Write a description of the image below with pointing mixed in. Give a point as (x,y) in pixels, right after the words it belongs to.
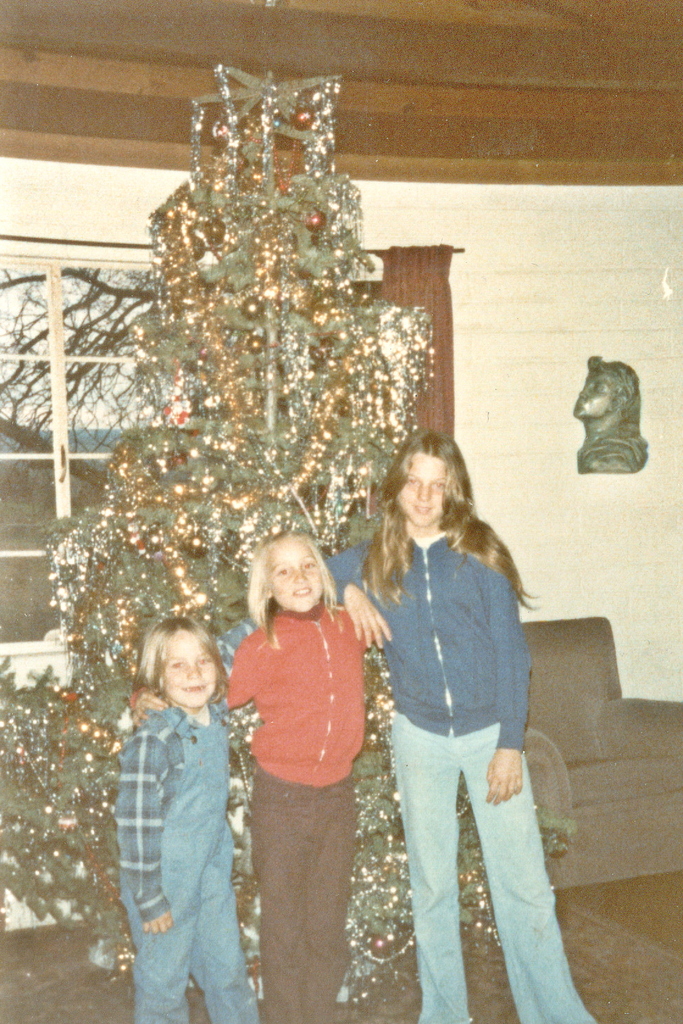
This image is taken indoors. At the bottom of the image (578,961) there is a floor (62,971). In the background (604,345) there is a wall (62,247) with a window (73,313) and a curtain (448,400). At the top of the image (263,49) there is a ceiling (490,27). In the middle of the image (424,379) there is a Christmas tree (399,931) decorated with decorative items (208,534) and three kids (384,598) are standing on the floor (381,997).
